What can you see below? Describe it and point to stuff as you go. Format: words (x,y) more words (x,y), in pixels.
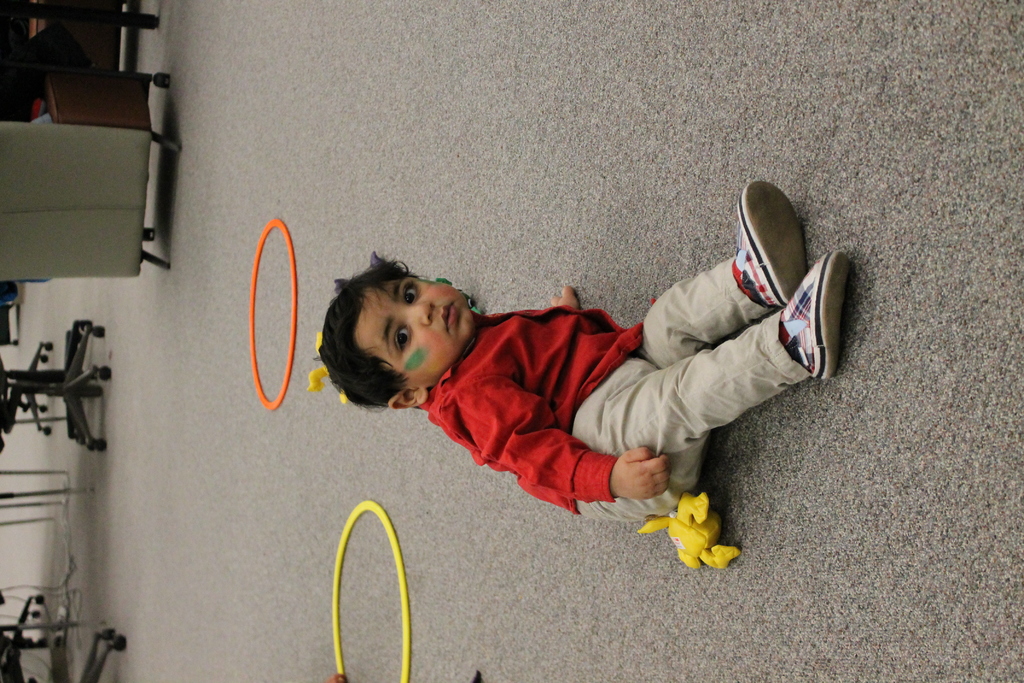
In this image we can see a kid (468,372) wearing red color shirt (516,422), cream color pant (629,443) sitting on the ground (412,511) and on left side of the image (3,145) there are some chairs (93,442) and table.
